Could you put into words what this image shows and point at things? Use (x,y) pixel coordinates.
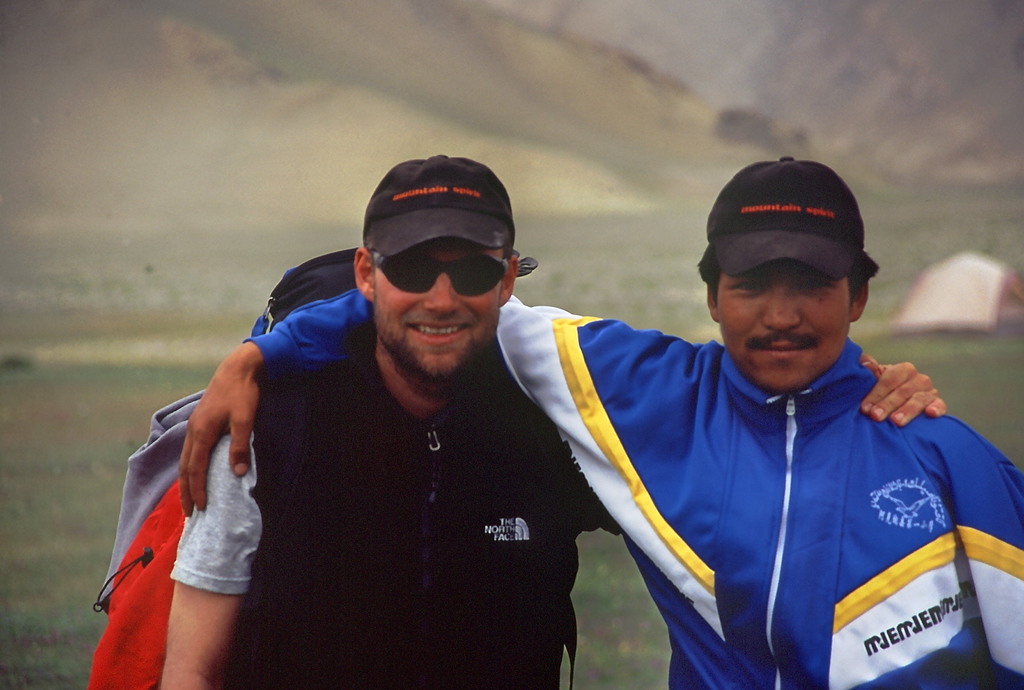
In the center of the image (458,247) there are two persons (672,578) standing wearing a black color cap (725,232). In the background of the image (636,264) there is grass (639,248). There is tent (1010,316) to the right side of the image (963,325).
